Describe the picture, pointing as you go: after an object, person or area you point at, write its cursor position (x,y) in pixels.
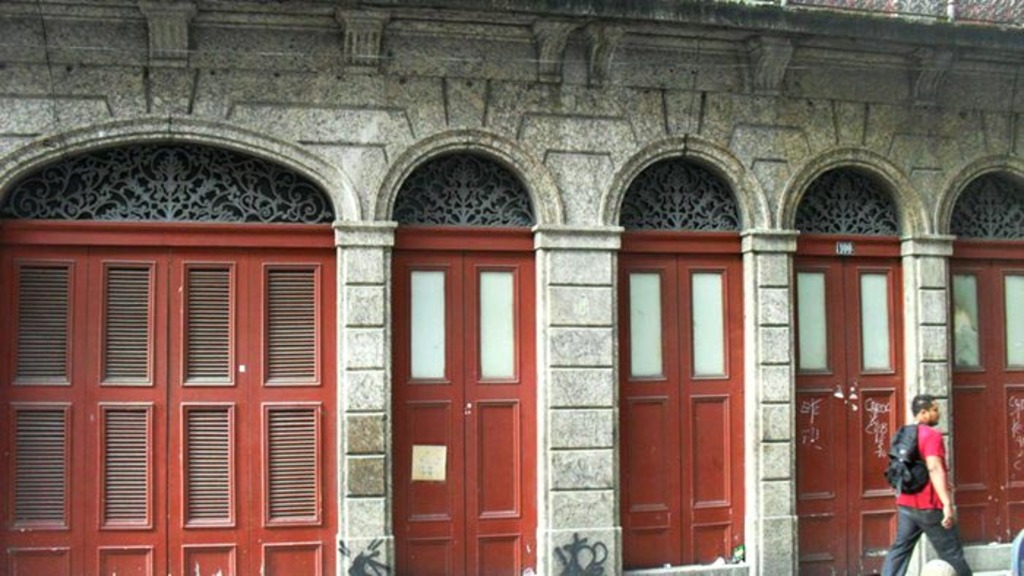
There is a building (397,199) with arches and doors (464,366). On the right side (930,521) there is a man (923,502) wearing bag (909,482) is walking.
